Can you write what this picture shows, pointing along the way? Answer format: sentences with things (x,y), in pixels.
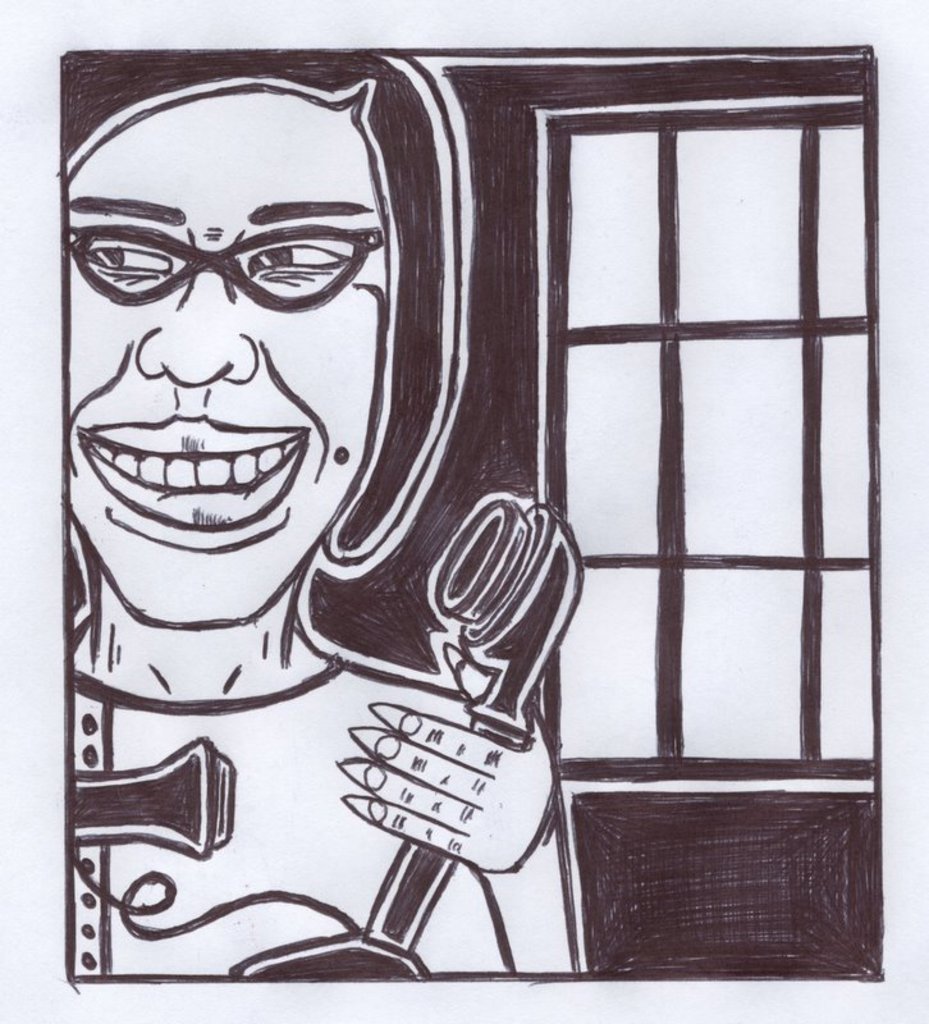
In this image we can see a sketch (320,774). In this sketch (580,789) we can see a person (312,750) holding a telephone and there is a window (692,557).
